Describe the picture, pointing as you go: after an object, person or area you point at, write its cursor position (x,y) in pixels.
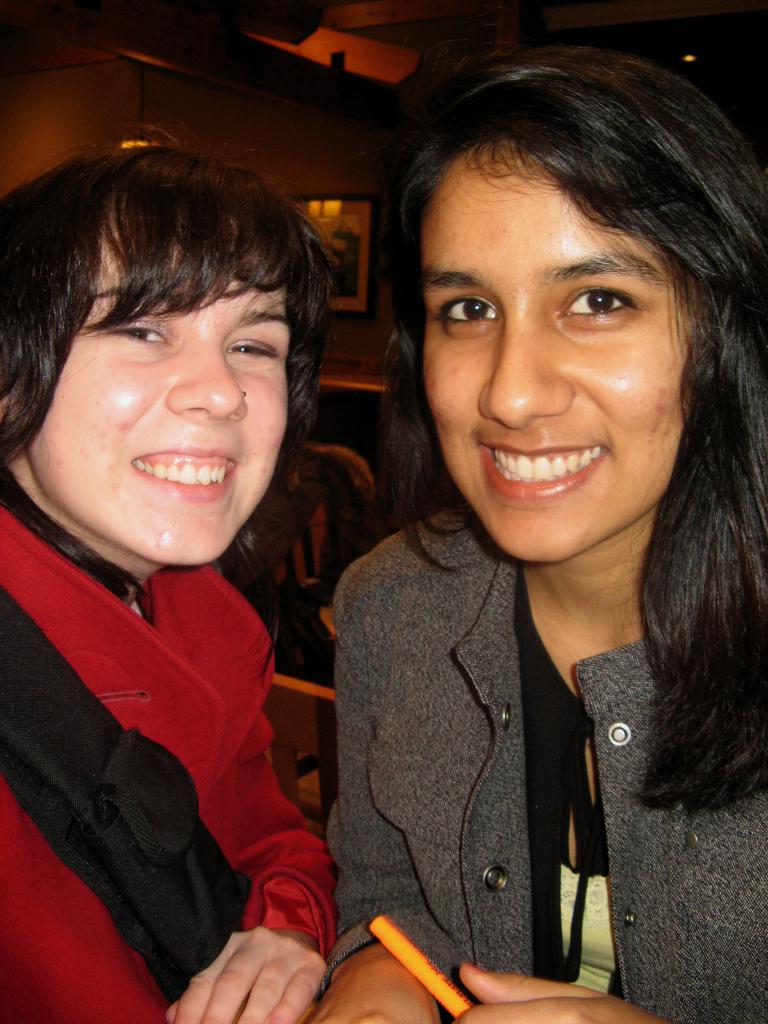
In this picture we can see two people (365,781) and they are smiling and in the background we can see a wall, photo frame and some objects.
